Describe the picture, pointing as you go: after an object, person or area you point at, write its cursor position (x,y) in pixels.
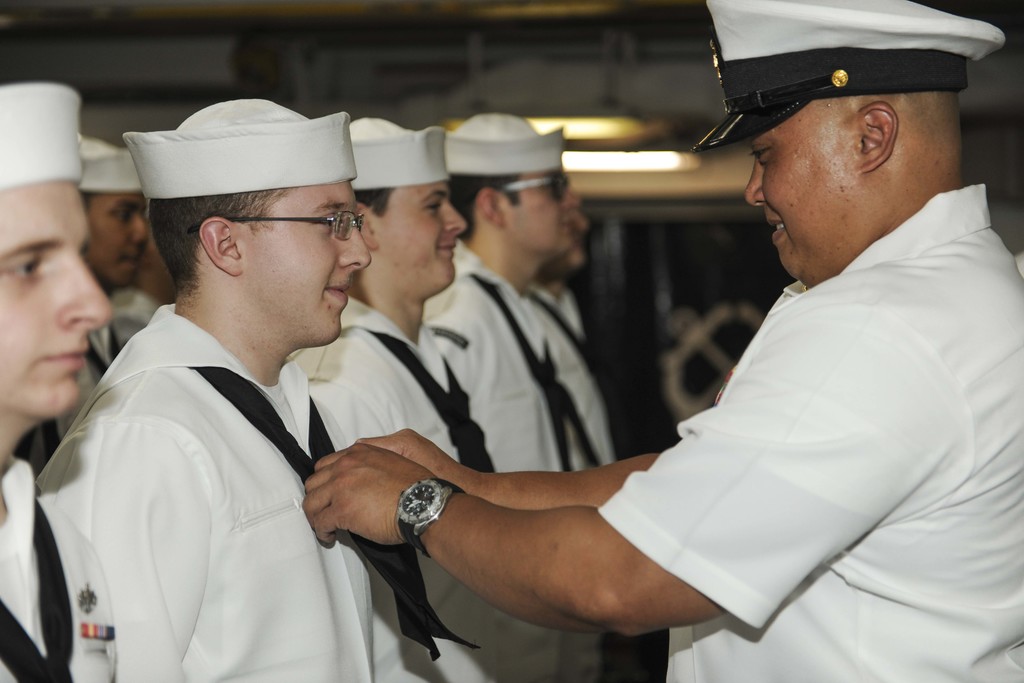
In the middle of the image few people (784,73) are standing and smiling. At the top of the image (70,53) there is roof (17,21) and lights (646,166).
